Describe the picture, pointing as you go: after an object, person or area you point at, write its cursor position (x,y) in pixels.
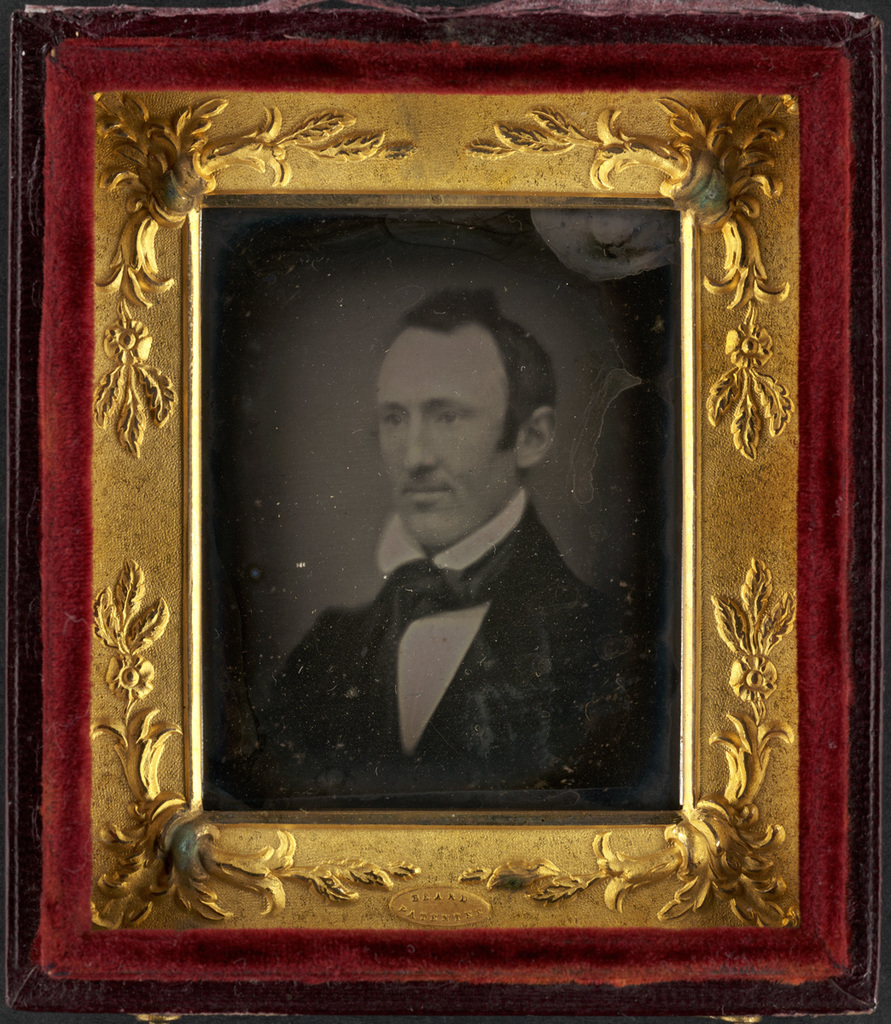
In this picture we can see photo frame (876,566). In the photo (456,429) there is a man (443,710) who is wearing suit (482,687).
